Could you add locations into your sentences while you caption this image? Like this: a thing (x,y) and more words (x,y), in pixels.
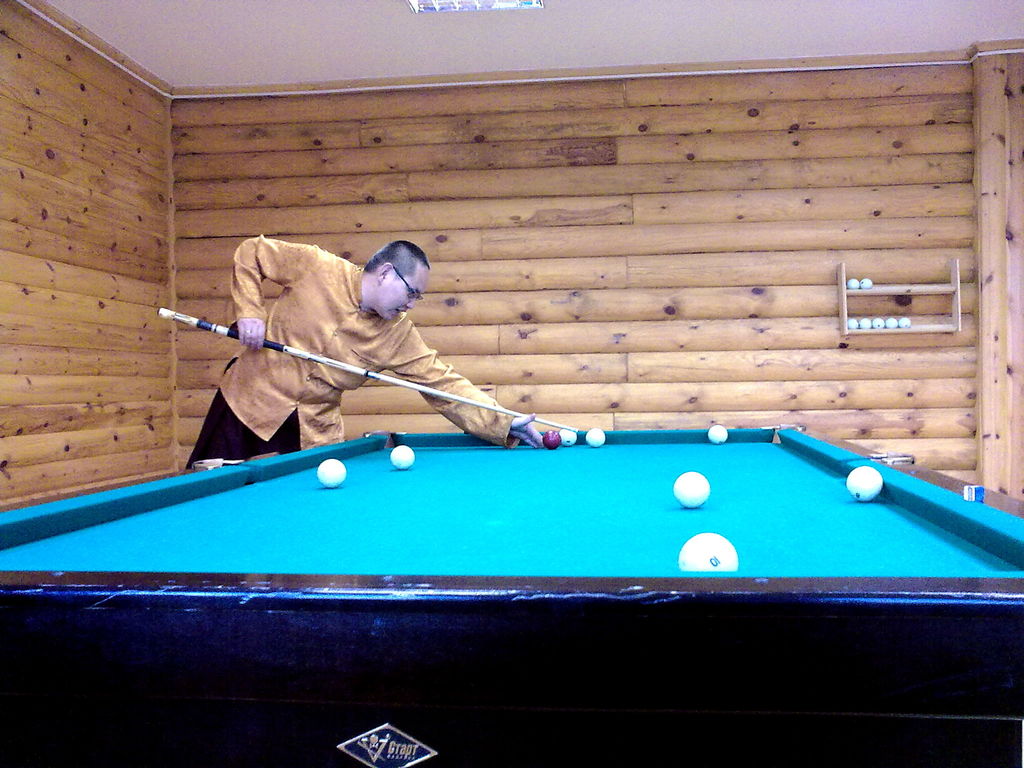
In this image there is a man (221,388) who is playing the snookers on the snooker board (522,519). At the back side (186,150) there is wooden wall (461,170). At the top (483,5) there is light (436,4).
